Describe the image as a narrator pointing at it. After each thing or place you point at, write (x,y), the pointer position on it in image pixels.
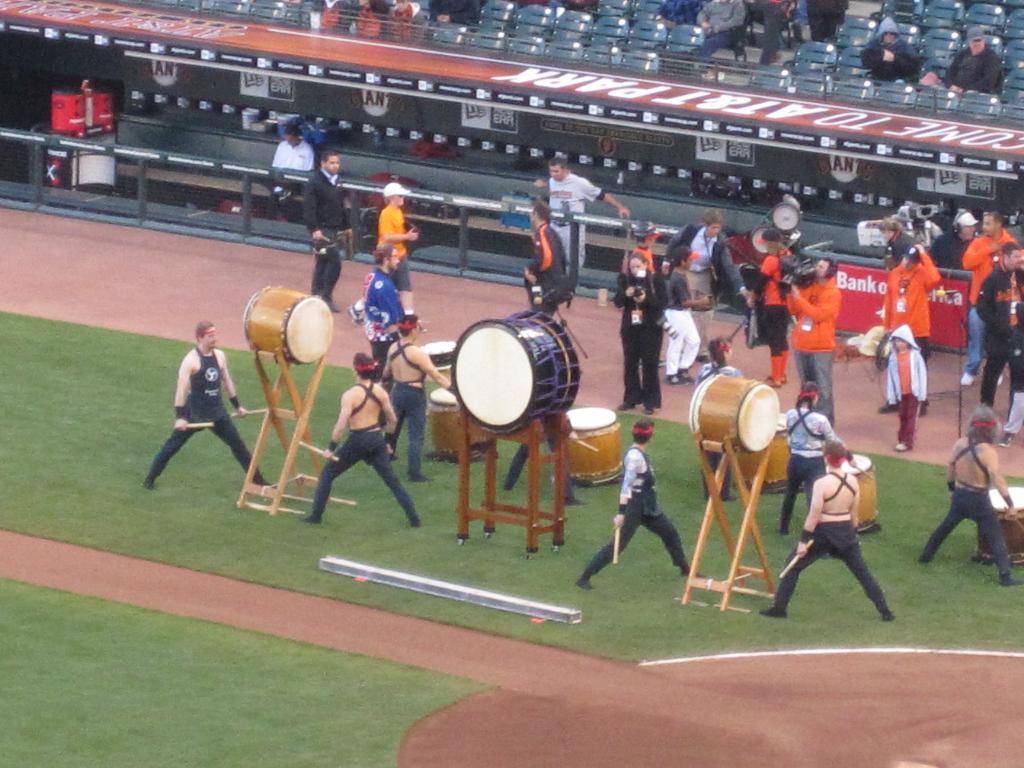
In this image we can see some drums (516,376) with a stand (304,408) on the ground (339,385). we can also see some people (372,461) standing beside them holding the sticks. On the backside (541,307) we can see some people (664,318) holding the cameras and some are sitting on the chairs (864,47). We can also see some empty chairs (618,36) and a fence (499,262).
